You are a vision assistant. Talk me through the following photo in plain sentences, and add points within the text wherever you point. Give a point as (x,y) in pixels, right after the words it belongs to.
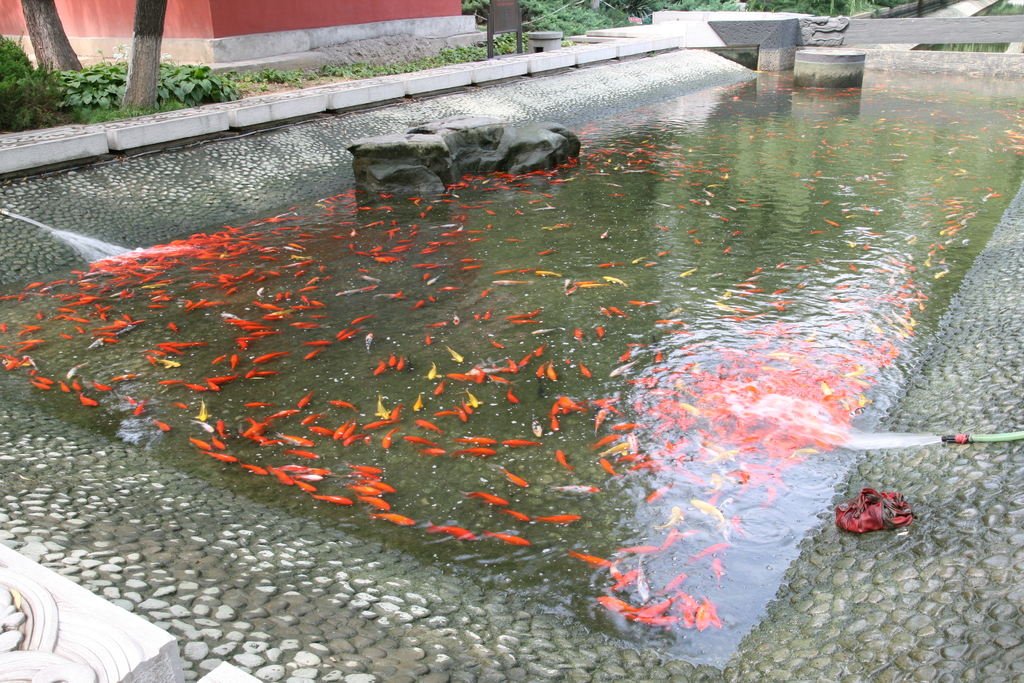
In this image we can see a pool (463,486) in which there are some fishes (419,398), there are two water pipes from which water (149,255) is flowing into the pool (548,294) and in the background of the image (154,40) there are some trees (719,7) and house (274,59).
